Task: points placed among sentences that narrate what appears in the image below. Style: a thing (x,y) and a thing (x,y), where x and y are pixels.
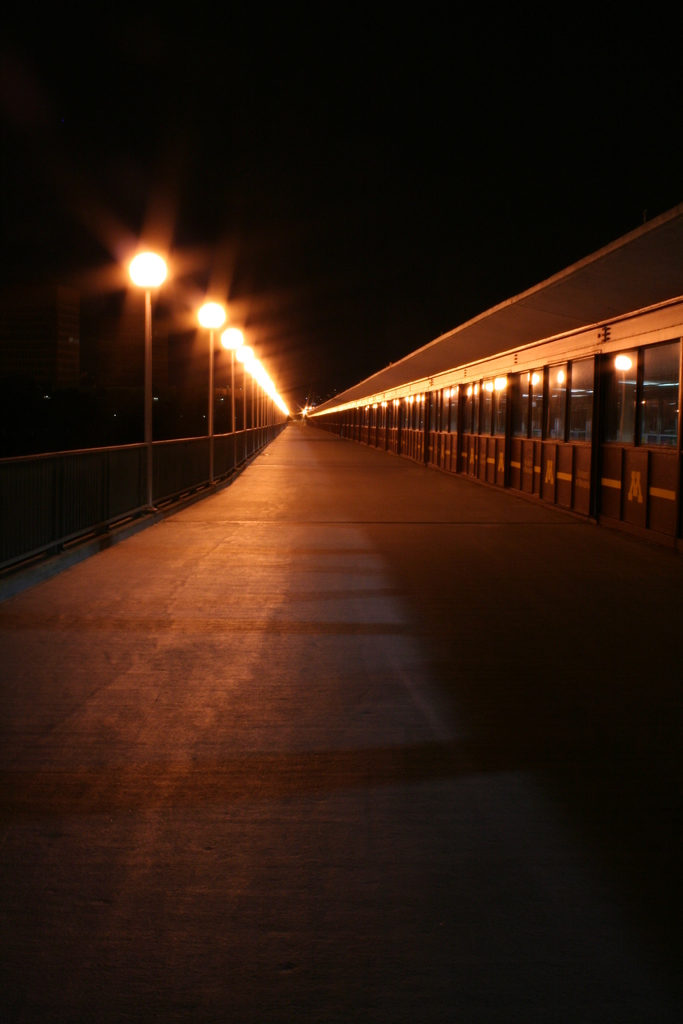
In this picture we can observe a road (298,749). On the left side (215,315) there are some poles (147,343) and lights (202,318). We can observe a railing (173,477). On the right side (541,385) there is a building (512,365). The background (204,80) is completely dark.
